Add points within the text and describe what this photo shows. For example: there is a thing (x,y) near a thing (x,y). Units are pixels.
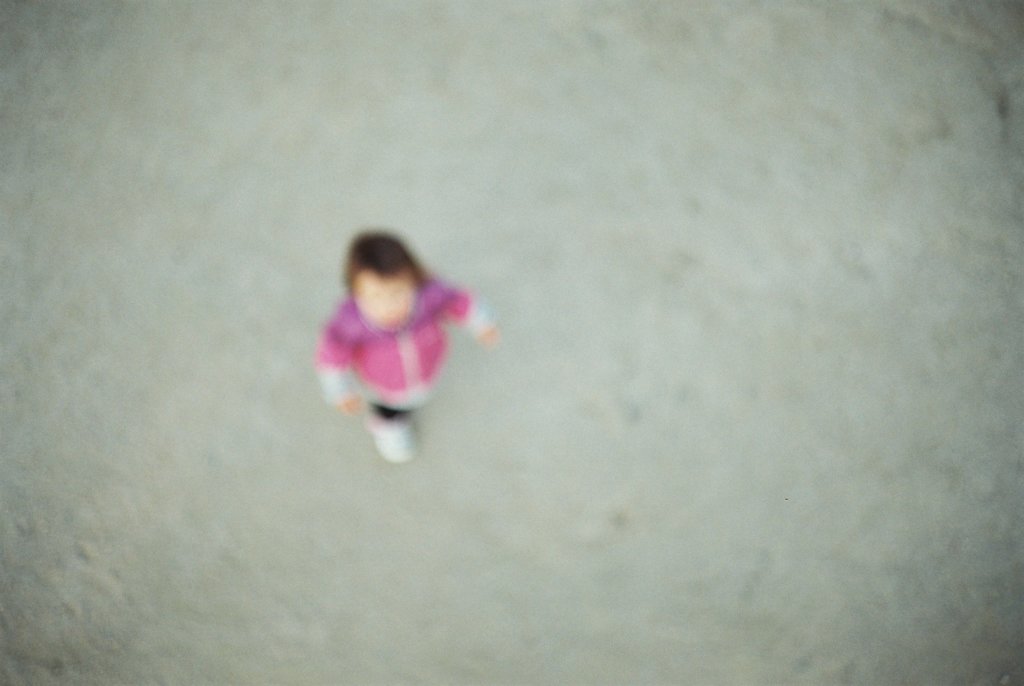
In this picture there is a kid (393,349) wearing pink dress (390,375) is standing and looking upwards.
